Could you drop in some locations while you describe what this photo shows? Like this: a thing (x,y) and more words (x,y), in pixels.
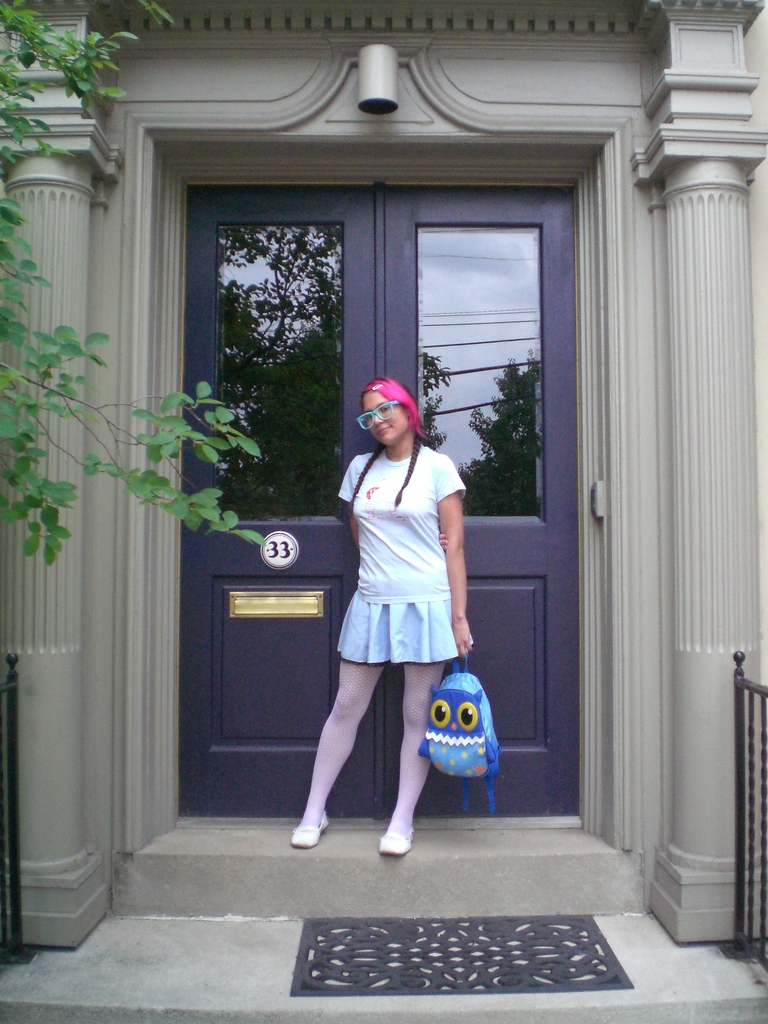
In this picture I can see a woman (411,822) standing and holding a bag (488,759), there are pillars (34,837), mat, doors (419,804), iron grilles (767,774), this is looking like a house (135,192), and there is a reflection (291,410) of trees (288,424), cables (505,322) and sky (470,296).
